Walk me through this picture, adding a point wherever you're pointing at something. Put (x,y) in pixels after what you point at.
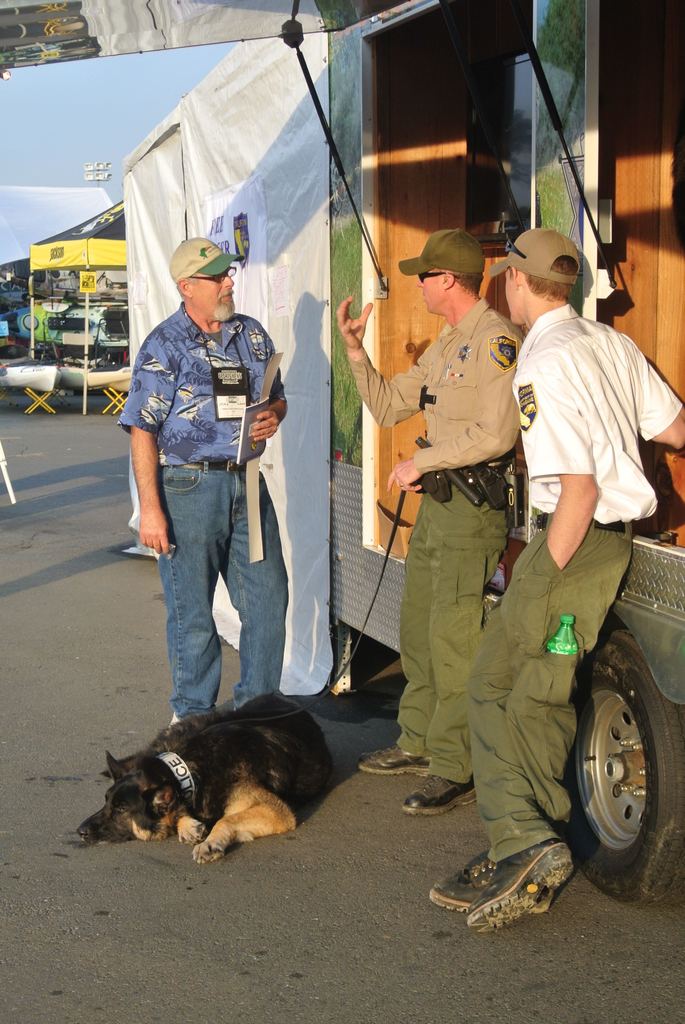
In this image In the middle, there is a man (201,542) he wears shirt (251,395), cap (192,267) and trouser (209,569) and there is a dog (271,782). On the right (468,638), there are two men (483,482) standing they wears cap (479,268), trouser (519,652), shirt (496,420) and shoes (434,812) and there is a vehicle (526,181). In the background (173,305) there is a tent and sky (111,139).
